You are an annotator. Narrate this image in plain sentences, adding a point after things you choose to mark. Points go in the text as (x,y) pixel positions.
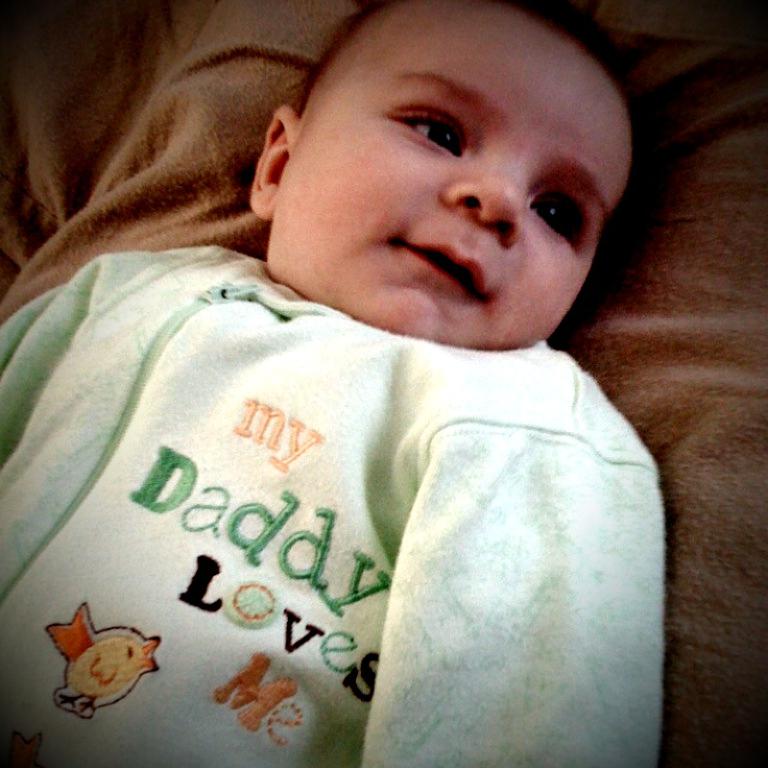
Here we can see a kid (246,427) is lying on a cloth (206,153).
